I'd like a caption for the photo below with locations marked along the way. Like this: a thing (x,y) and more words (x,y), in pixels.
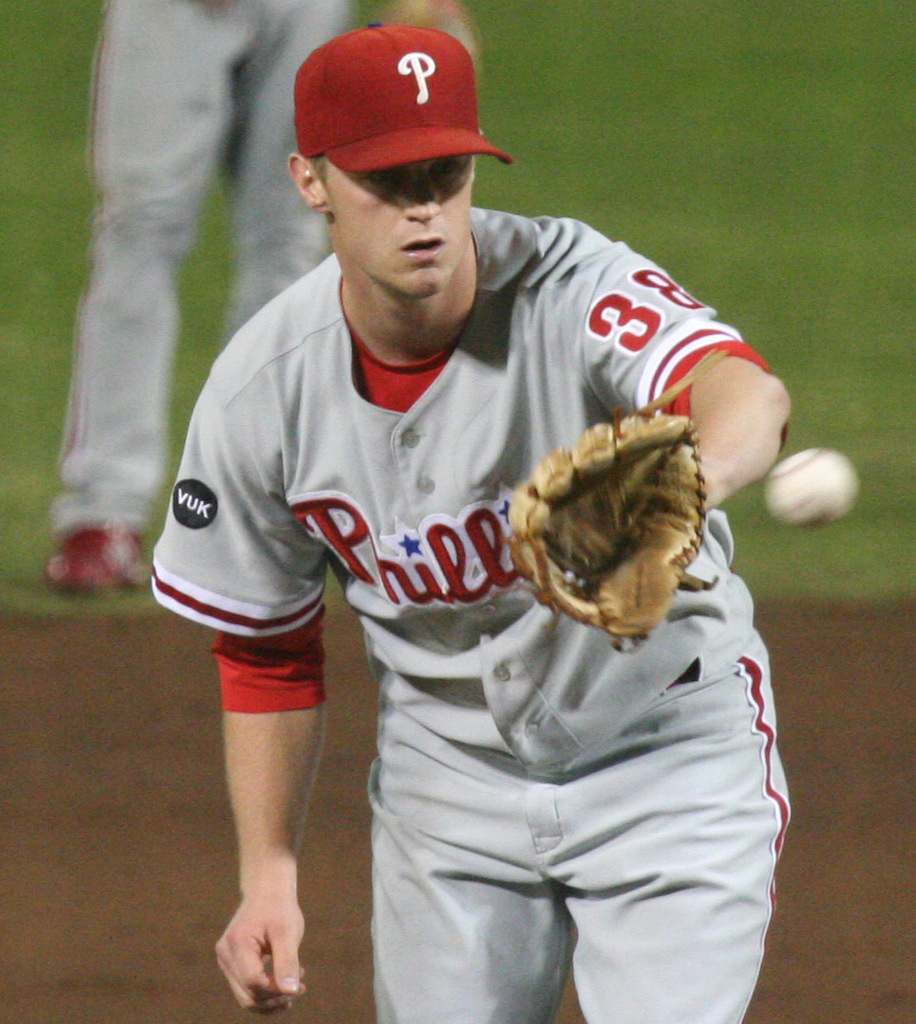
In this image, we can see a person (494,395) wearing clothes (603,838) and glove (615,458). There is a ball (785,469) on the right side of the image (843,472). There are person legs (242,173) in the top left of the image (140,212).
